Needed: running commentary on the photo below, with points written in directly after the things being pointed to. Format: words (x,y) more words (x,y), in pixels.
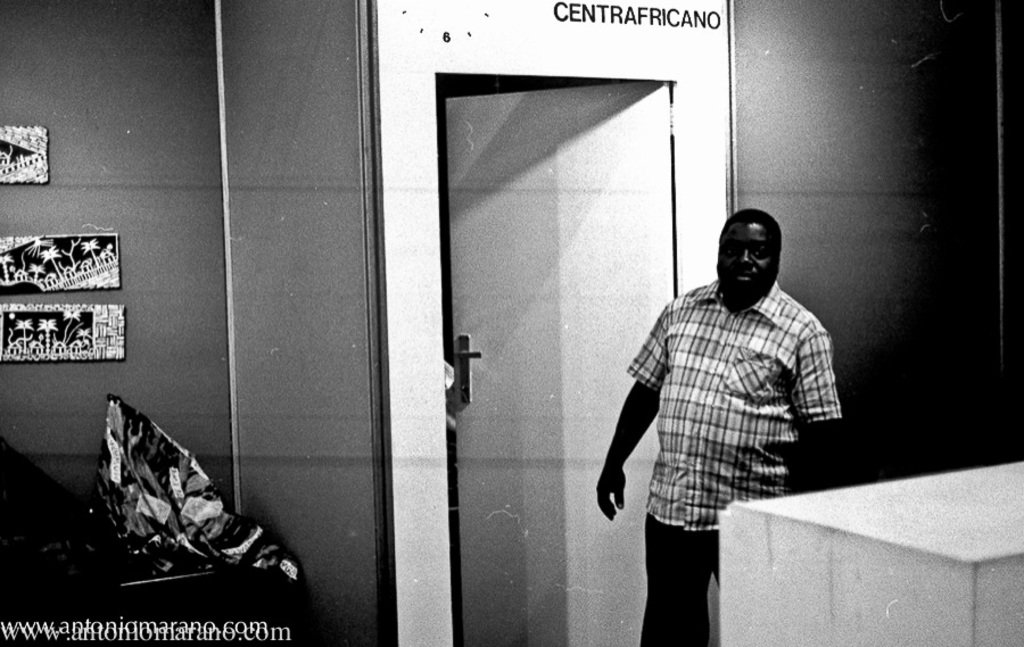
In this image there is a black and white photograph (842,231), in the photograph (841,311) there is a person (726,423) standing in front of an open door (505,379), beside the door (516,282) on the wall (168,331) there are a few images (104,325).
